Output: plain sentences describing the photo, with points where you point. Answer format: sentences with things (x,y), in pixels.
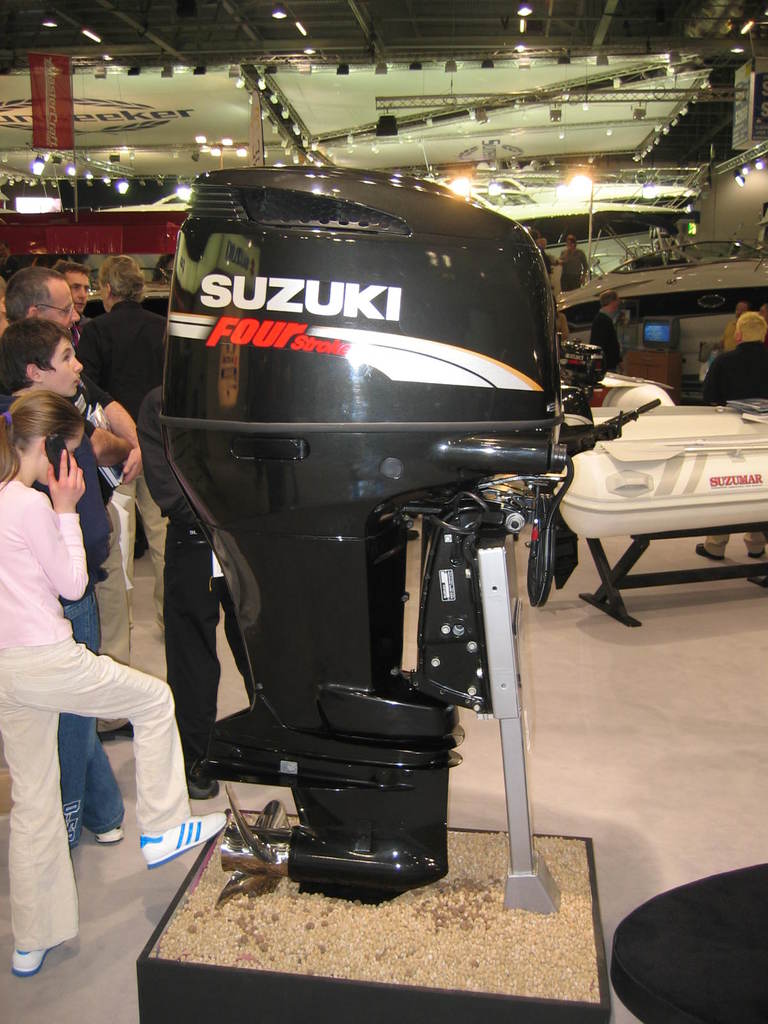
In this image we can see a black color machine (335,485) which is placed here. Here we can see a few people (48,715) are standing on the floor (645,631). In the background (630,419), we can see few more machines (635,278) and lights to the ceiling (332,108).
